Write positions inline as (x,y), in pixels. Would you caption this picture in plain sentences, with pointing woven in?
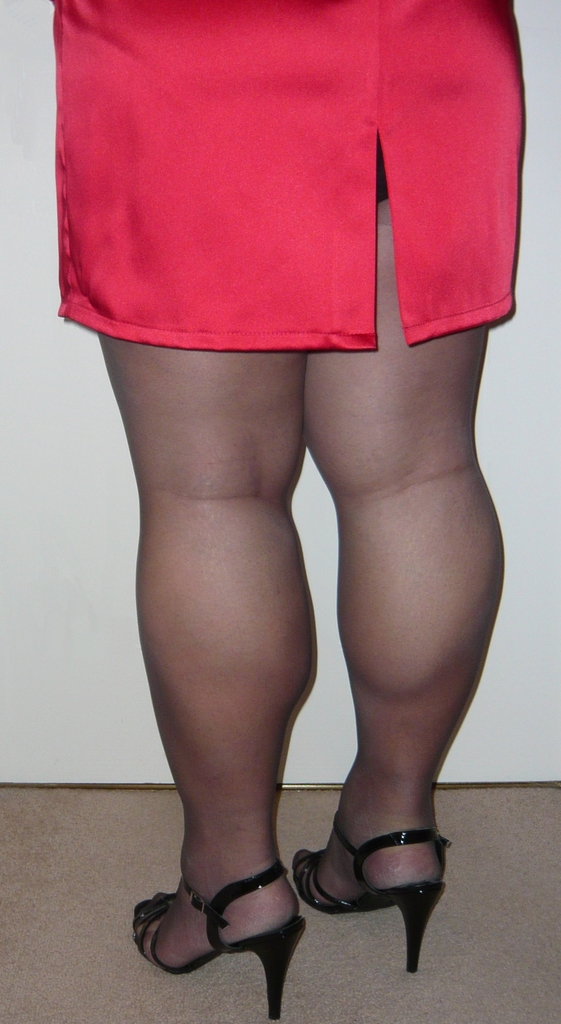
Background (42,603) portion of the picture is in white color. in this picture we can see a person (171,170) wearing a red dress (344,195), heels (391,899) and standing. At the bottom portion of the picture (341,1003) we can see the floor (366,951).
